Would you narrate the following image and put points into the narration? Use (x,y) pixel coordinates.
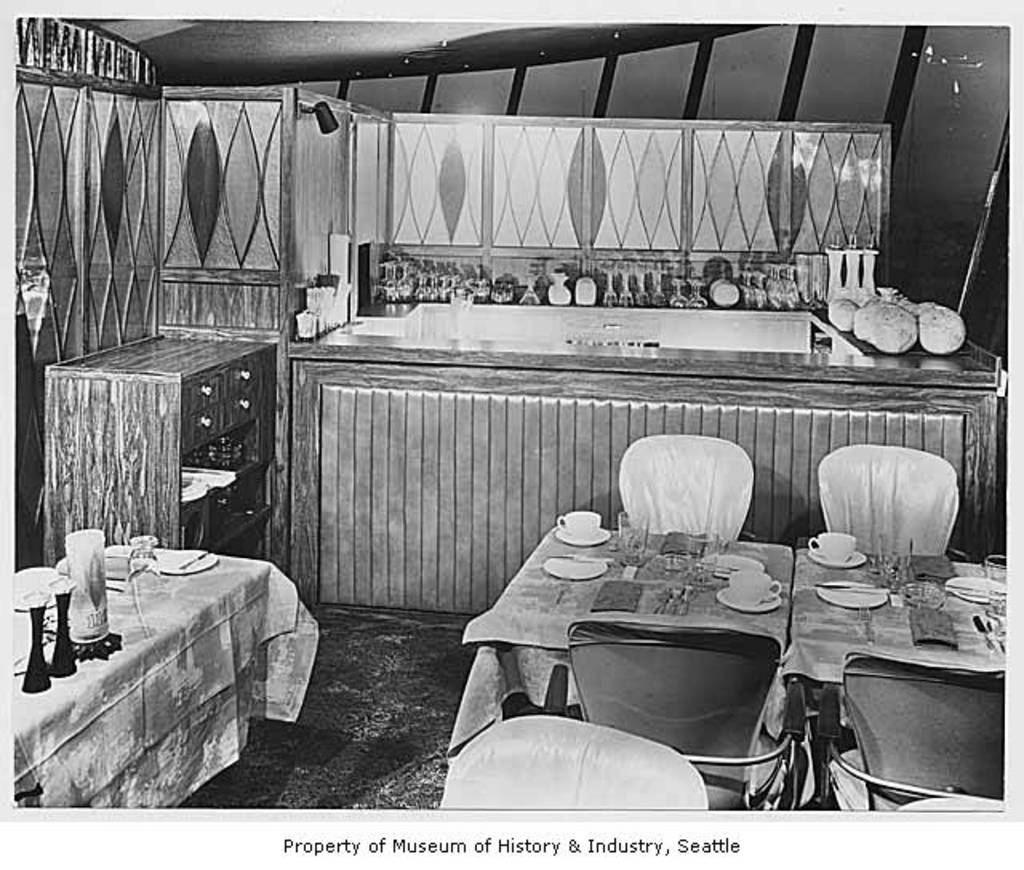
On the left side (139,591), there are plates (178,571) and bottles (78,620) on the table (137,667), which is covered with a cloth (308,640). On the right side (899,696), there are chairs (661,461) arranged around the table (652,595), which is covered with a cloth (747,624), on which there are cups (588,520) on the saucers (595,532), there are glasses (911,568) and other objects (1005,618). In the background (811,268), there are bottles (835,277) and other objects (715,284) on the counter (772,338), near the wall (414,120).
